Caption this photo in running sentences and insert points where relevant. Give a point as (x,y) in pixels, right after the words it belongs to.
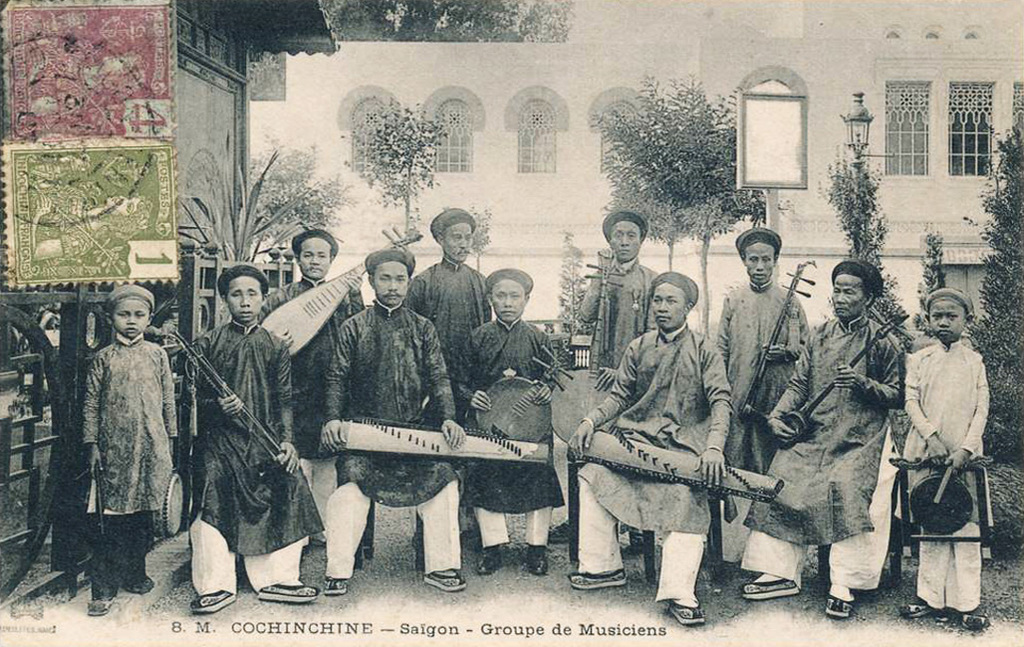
In this image we can see a group of people (626,495), in which few people (586,421) are sitting on the chair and few people (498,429) are standing. All the people (699,380) in the image are holding musical instruments (495,449). There is a building (889,147) and a house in the image. There are many plants (271,229) and trees (614,166) in the image. There are two postage stamps (116,175) in the image. There is a gate (85,311) in the image.
